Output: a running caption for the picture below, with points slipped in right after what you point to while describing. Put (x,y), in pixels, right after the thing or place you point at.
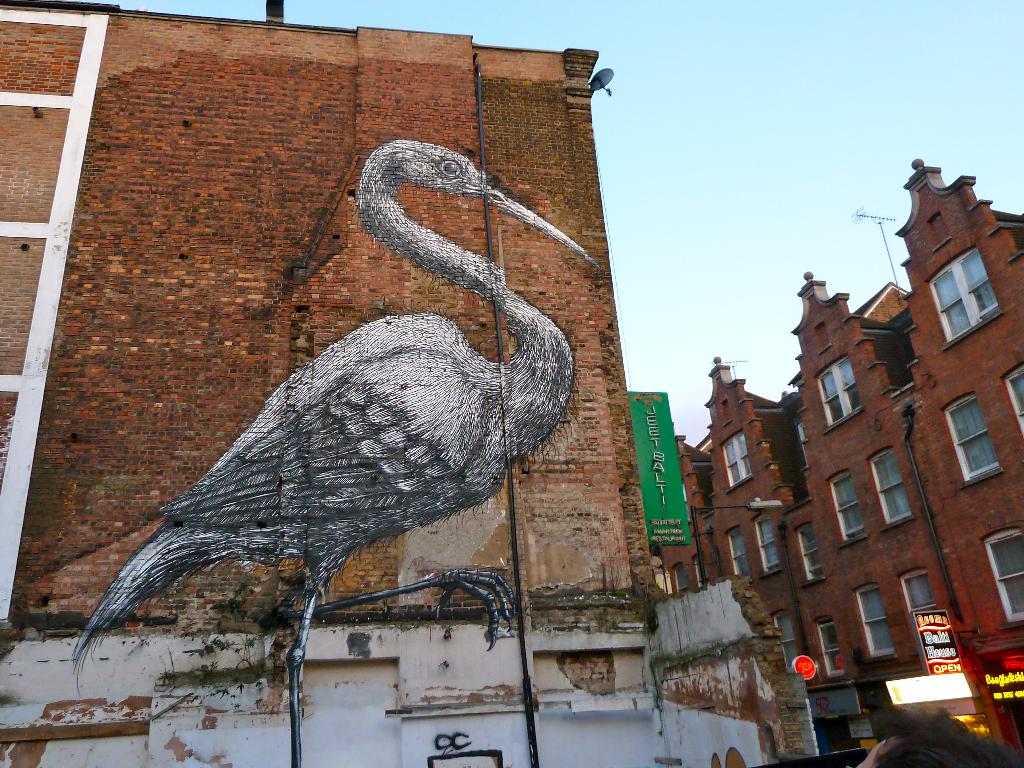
In this image we can see a brick wall (336,208) on which we can see an art (298,400) of a bird (179,509) on it. Here we can see the board (661,442), light poles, buildings (778,590) and sky (792,159) in the background (687,271).
